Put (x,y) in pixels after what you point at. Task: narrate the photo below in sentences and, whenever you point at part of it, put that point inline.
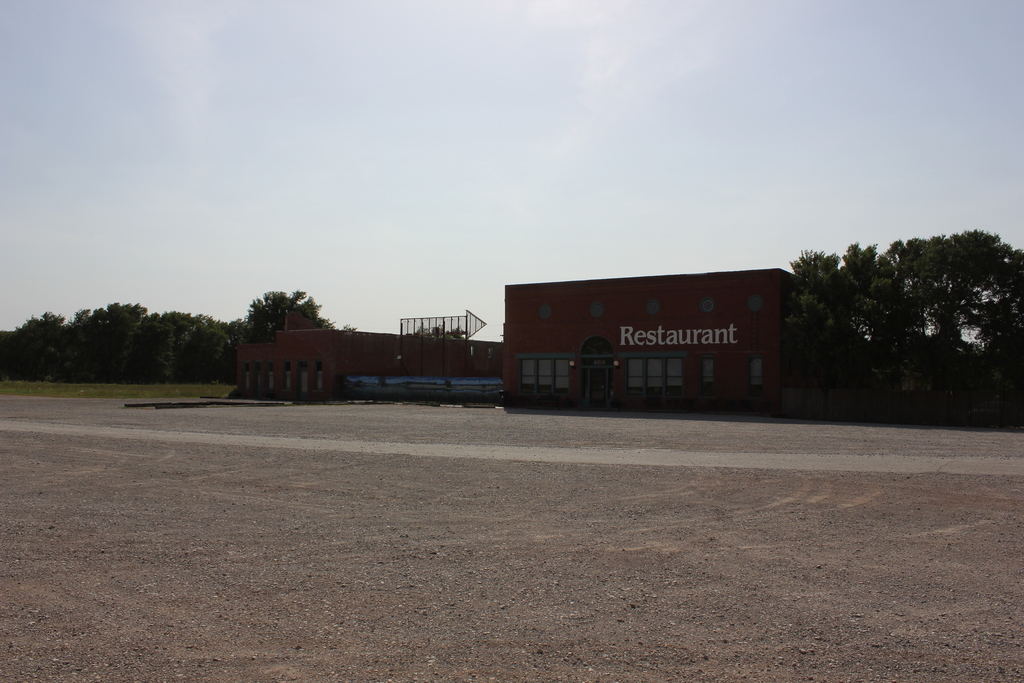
In this image we can see houses (568,312), there are text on the wall (534,346), also we can see the sky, and trees (789,357).
